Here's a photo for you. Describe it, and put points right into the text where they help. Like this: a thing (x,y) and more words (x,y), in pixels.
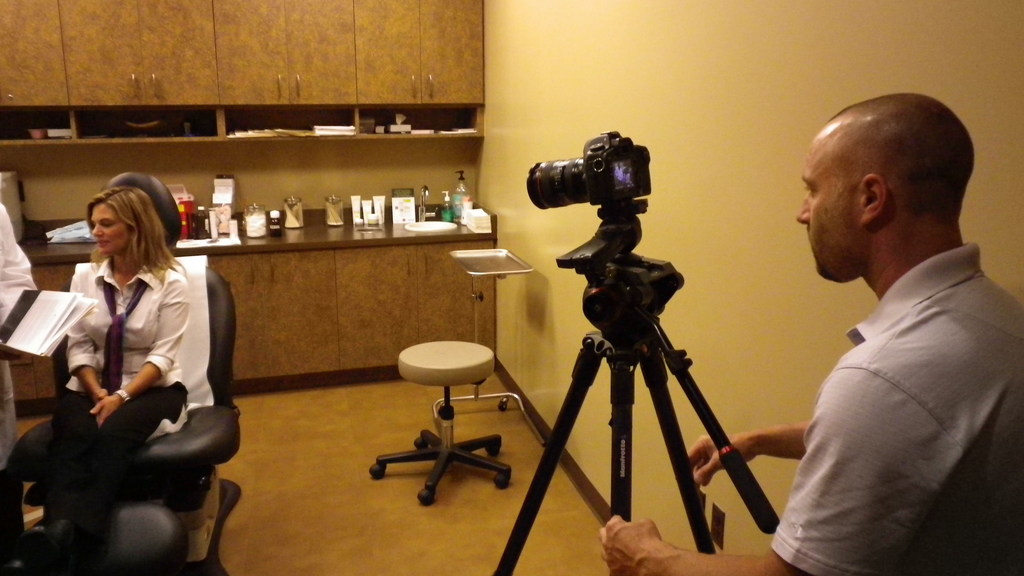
In this picture I can see a camera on the tripod stand (512,567), there is a man (870,135), there is a woman (168,338) sitting on the chair (221,323), there is a stool (410,362), there are some objects (73,225) on the cabinet (391,259), there are cupboards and there is a wall (689,53).
